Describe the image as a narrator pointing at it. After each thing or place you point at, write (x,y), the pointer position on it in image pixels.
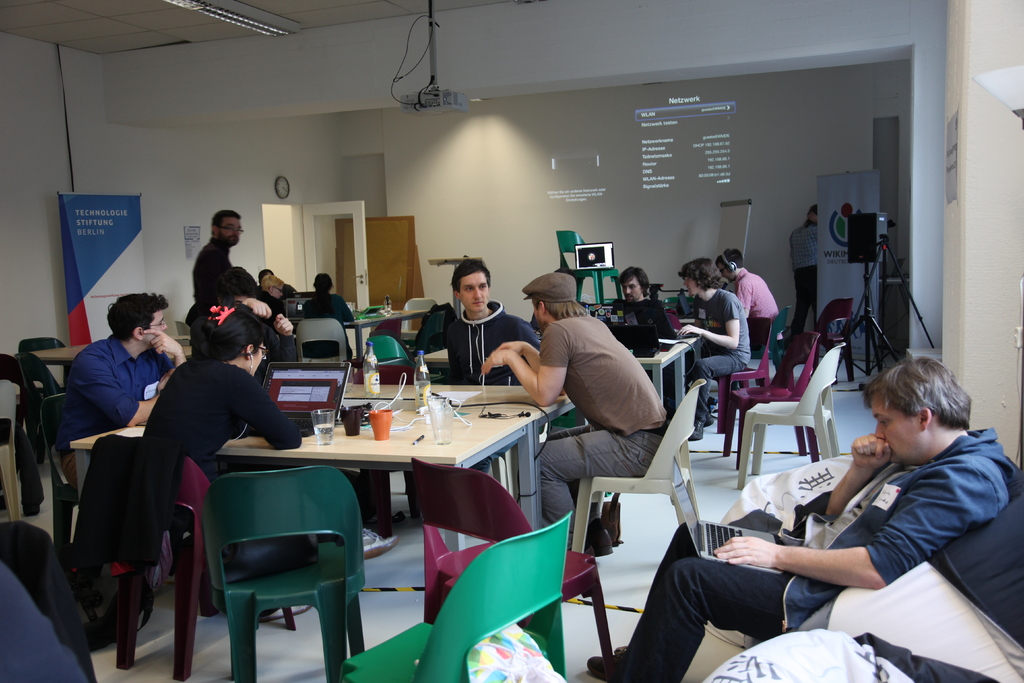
In this image, there is an inside view of a room (485,250). There are some persons (223,366) sitting on chairs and in front of these tables (470,429). These tables (462,444) contains glasses (326,427), bottles (373,391) and laptops (314,388). There is a projector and light (292,22) at the top of the image (419,109). There is a person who is in the bottom right of the image (908,527) sitting on the sofa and looking at the laptop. There is a banner (98,268) on left of the image (98,253).
